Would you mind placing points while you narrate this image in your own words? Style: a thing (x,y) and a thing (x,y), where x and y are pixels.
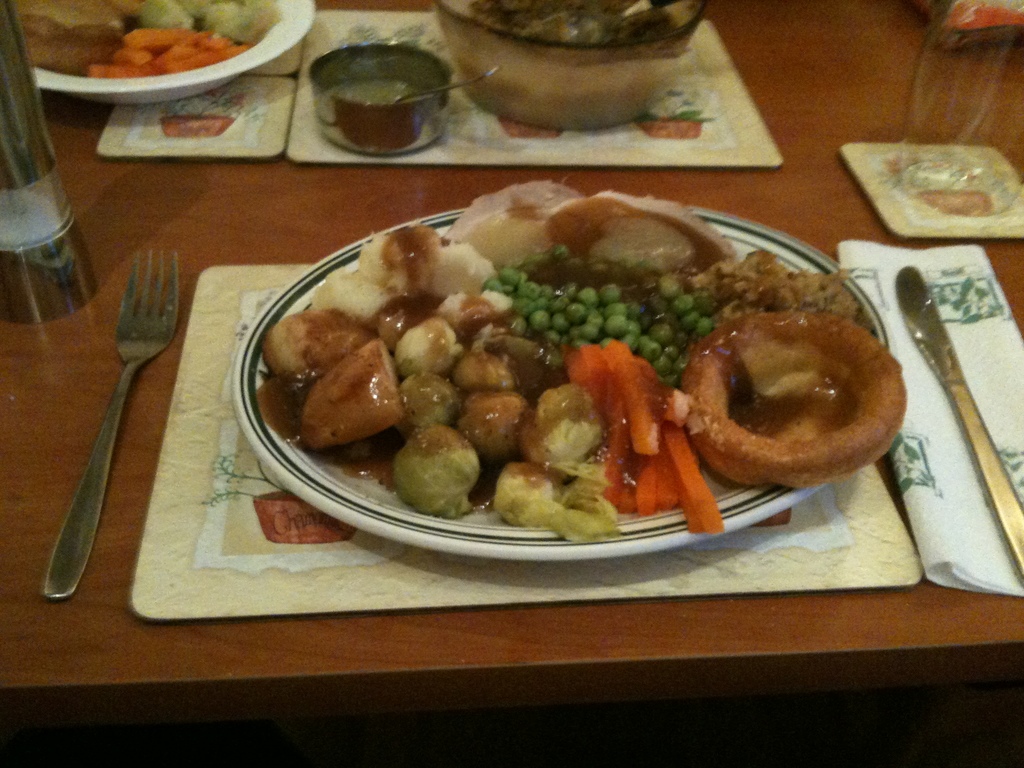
In this picture we can see a table (946,621), on this table (940,614) we can see cards (213,502), plate (515,540), bowls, glass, bottle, fork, knife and food (529,517).
